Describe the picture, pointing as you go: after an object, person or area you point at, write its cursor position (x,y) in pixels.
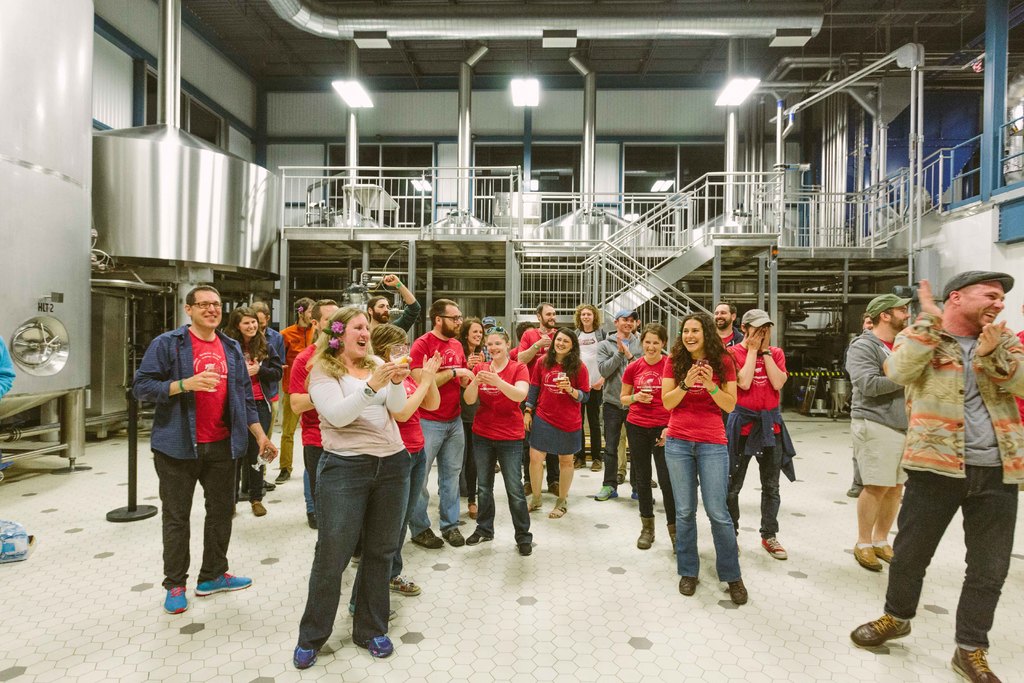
In the picture we can see a group of people (520,363) are standing and laughing and they are wearing red color T-shirts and some people (613,448) are wearing a hoodies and jackets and in the background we can see some steps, railing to it and to the ceiling (689,75) we can see some lights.
